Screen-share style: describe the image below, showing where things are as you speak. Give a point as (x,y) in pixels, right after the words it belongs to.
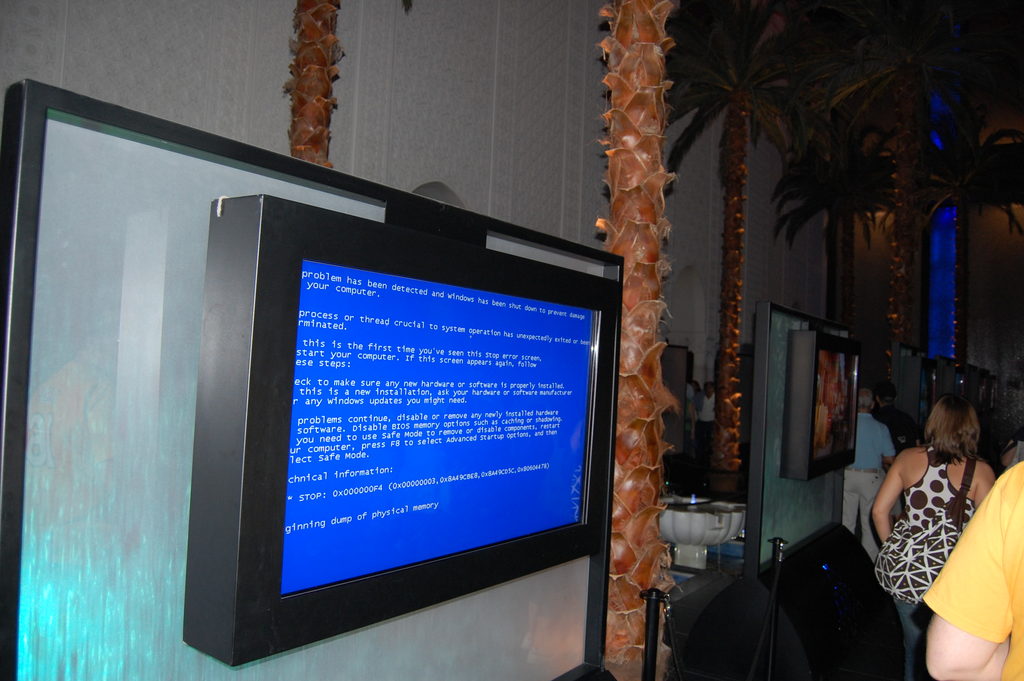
In this image I can see few people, trees (650,56), screens (398,332) attached to the board (193,334). I can see the wall (520,142) and poles (779,581).
